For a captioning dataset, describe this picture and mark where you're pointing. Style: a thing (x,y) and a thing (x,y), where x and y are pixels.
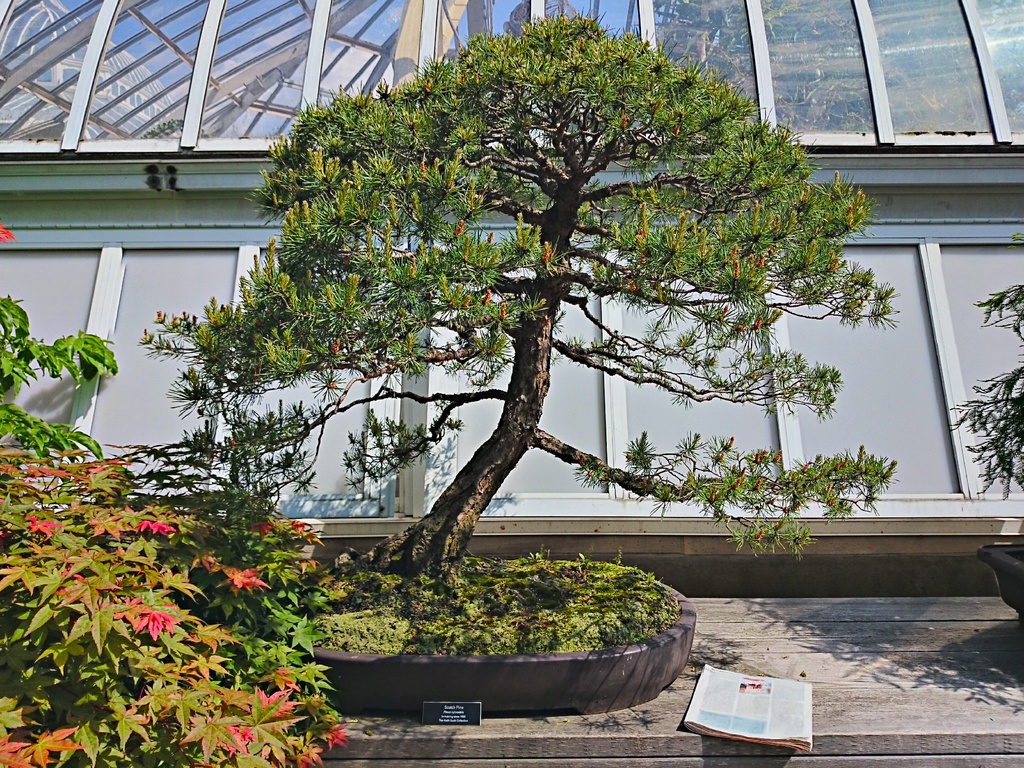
In this picture there are trees (203,674) and there is a book (724,711) on the table (745,751) and there is text (741,703) on the book (741,703). At the back (956,513) there is a building (864,89) and there is reflection (120,81) of sky (129,50) and clouds (142,49) and tree (859,106) on the mirror (402,33) and there is a board (446,719) at the tree (521,438) and there is text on the board (468,722).
